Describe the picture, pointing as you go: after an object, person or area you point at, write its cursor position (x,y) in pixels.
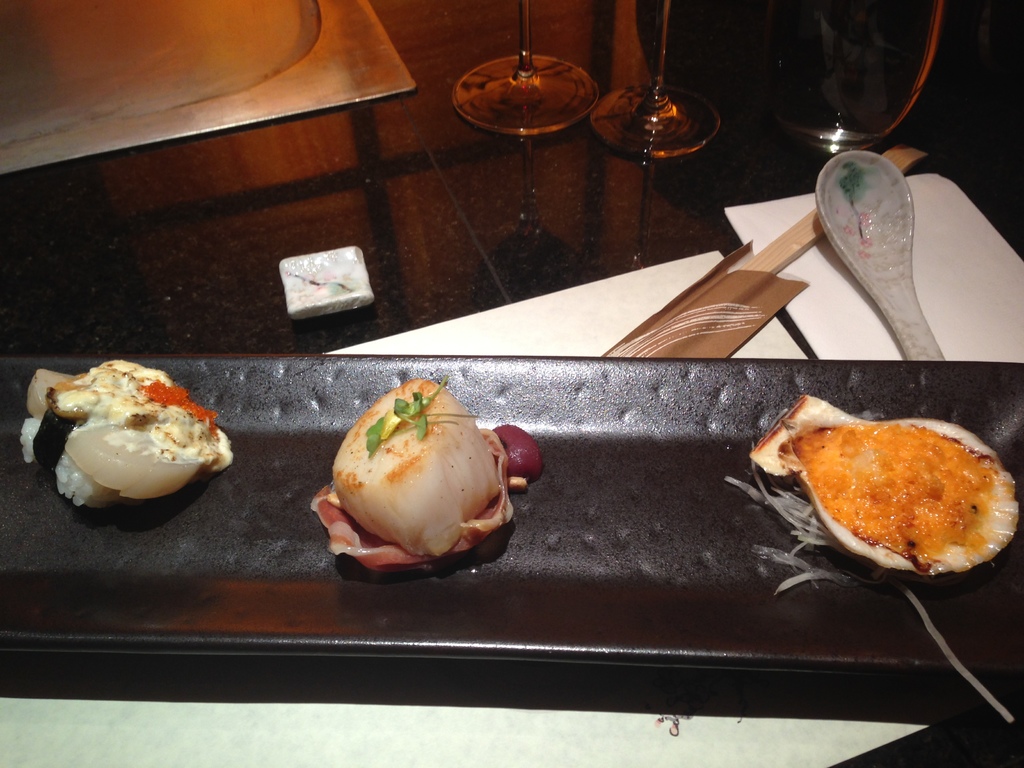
In this image in the front (357,400) there is food (482,506) on the plate (572,549) and there is a spoon (873,271) which is white in colour. In the background (555,71) there are glasses (883,74) on the table (515,43) and there is an object (280,78) which is grey in colour.
